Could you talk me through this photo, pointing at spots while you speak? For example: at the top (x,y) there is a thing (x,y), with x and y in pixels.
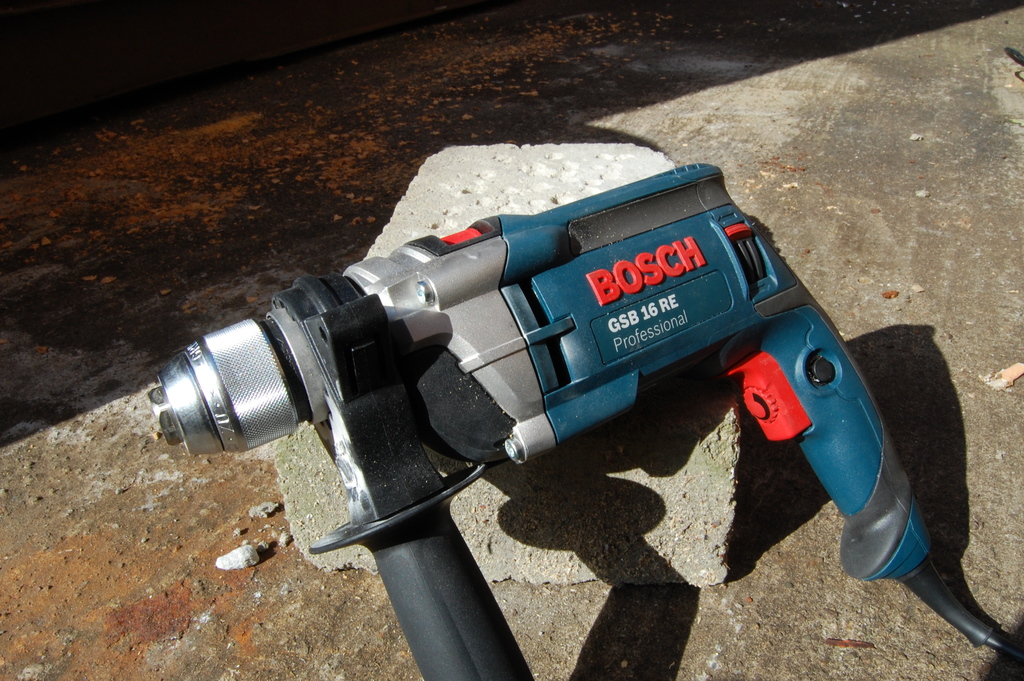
In the center of the image (548,445) there is a drilling machine (459,353) on the stone (475,483). At the bottom of the image (262,624) there is floor (318,613).
